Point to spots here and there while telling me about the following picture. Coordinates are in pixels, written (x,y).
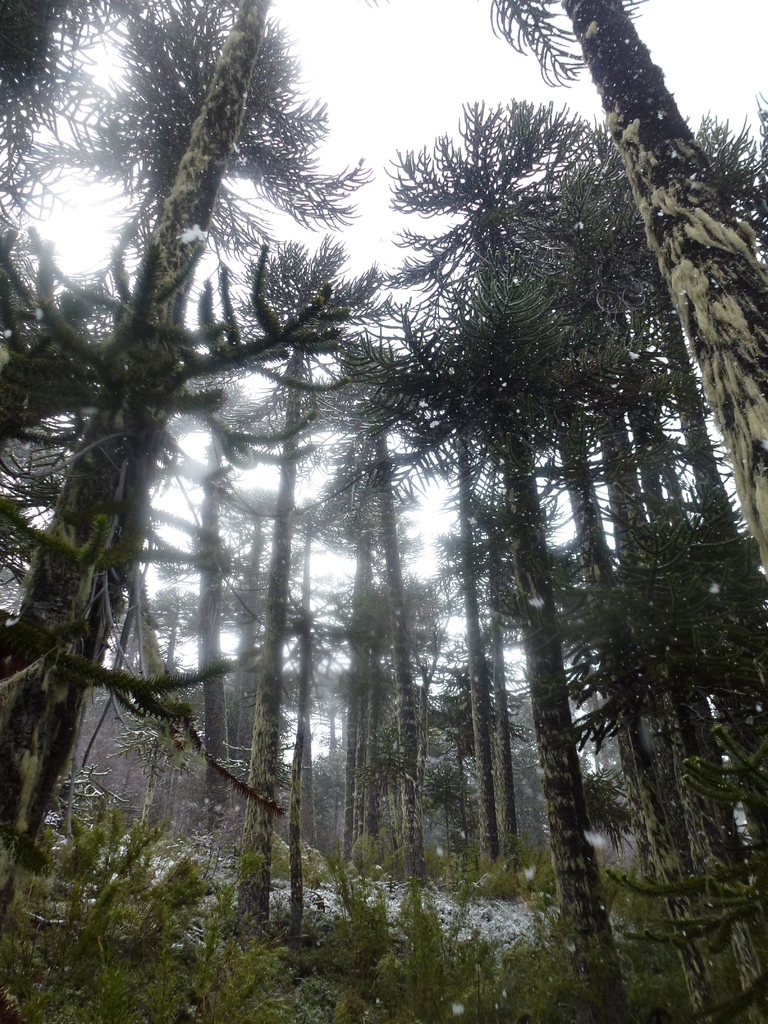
In this picture there is greenery (686,1017) around the area of the image.
